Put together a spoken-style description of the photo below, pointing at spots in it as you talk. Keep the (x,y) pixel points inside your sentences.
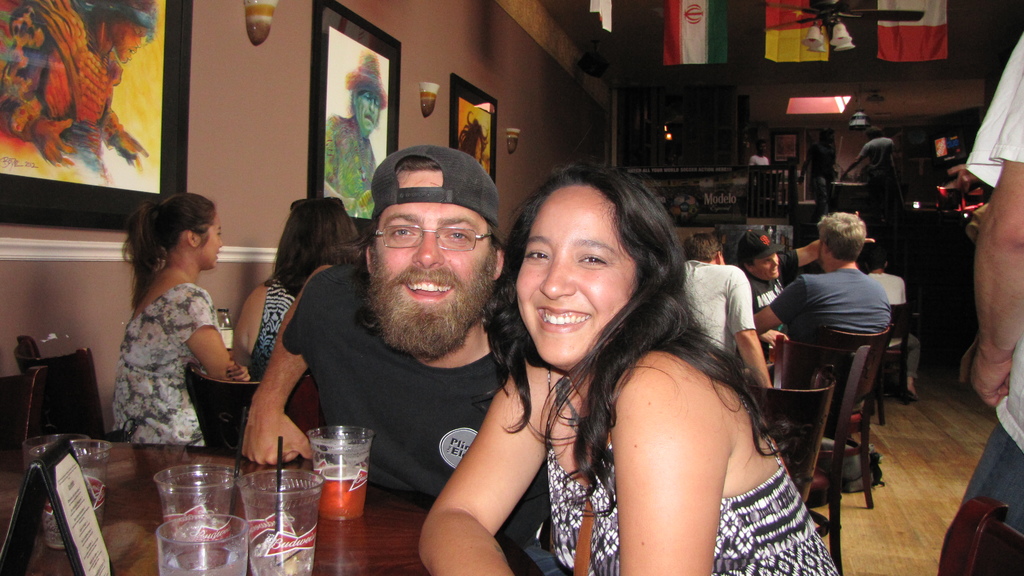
In front of the image there are two people (541,325) sitting on the chairs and they are having a smile on their faces (620,303). In front of them there is a table (131,564). On top of it there are straws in the glasses (293,490) and there is some other object (76,546). Behind them there are people (868,331) sitting on the chairs (800,378). On the right side of the image (994,328) there is a person (1018,313) standing. In the background of the image (440,100) there are photo frames (350,33) on the wall (534,61). There are stairs (809,227), railing (780,198), banner (728,209) and there are a few other objects (916,213). There are people (762,153) standing. On top of the image (709,52) there are flags (921,25) hanging and there is a fan (871,15).
